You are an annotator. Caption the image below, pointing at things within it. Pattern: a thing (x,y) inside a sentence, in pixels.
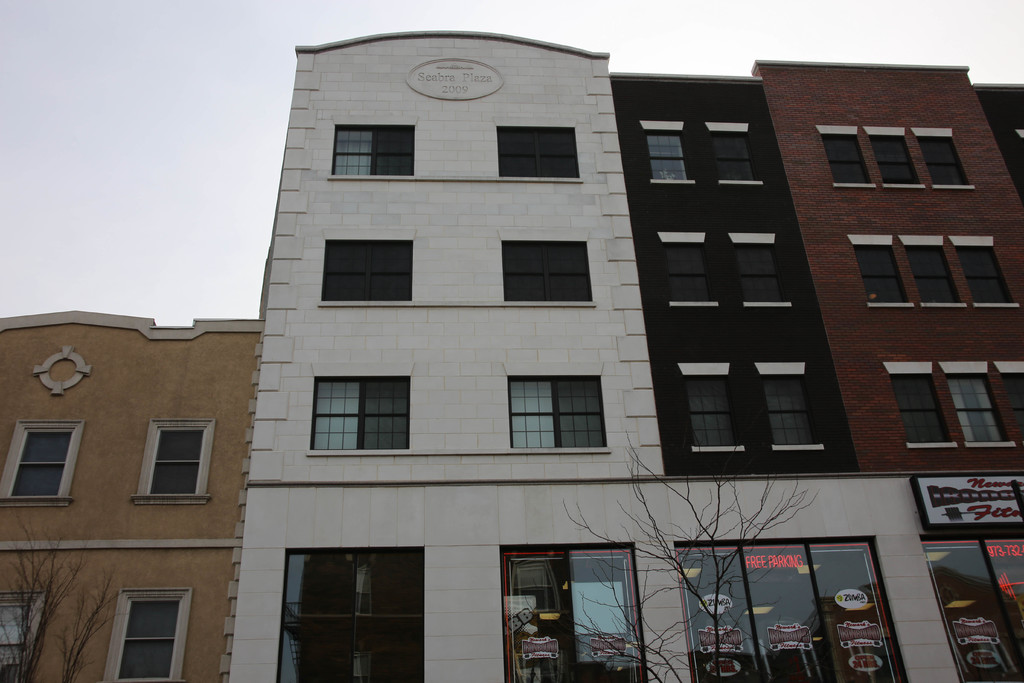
On the left side of the image (111,535) we have a cream color building (108,438). In the middle of the image (511,310) we have a white color building (435,301) and a text (430,78) written on it. On the right side of the image (951,367) we can see a brick block building (899,335).
